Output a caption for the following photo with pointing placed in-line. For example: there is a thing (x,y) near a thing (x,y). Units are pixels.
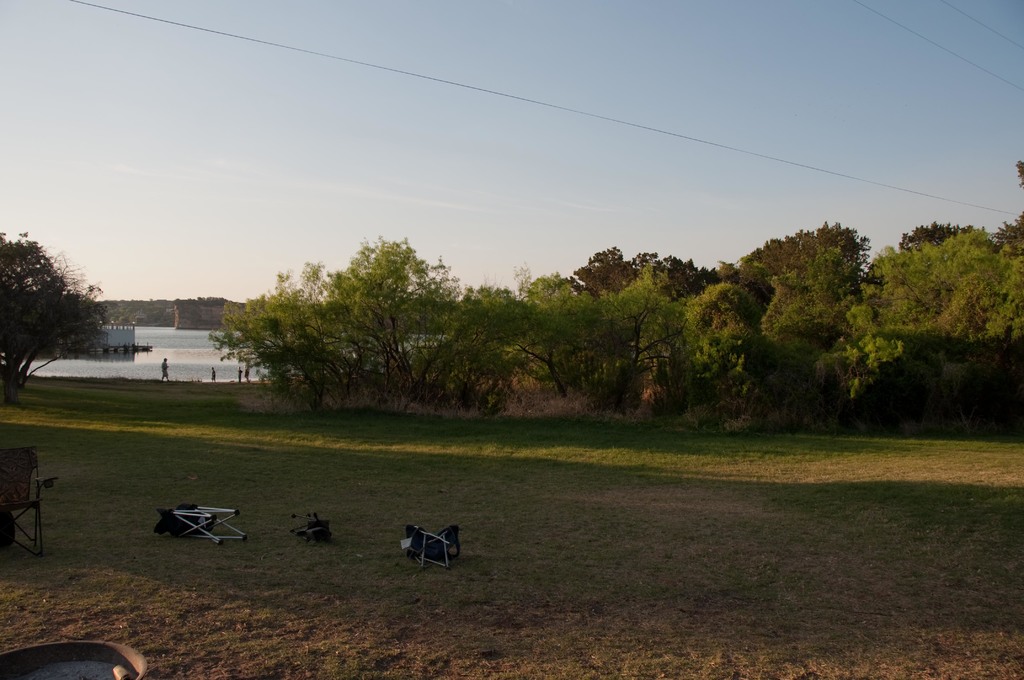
In this picture we can see grass (435,604) and three chairs (421,545) at the bottom (373,552), in the background (179,358) there is water (188,347), we can see trees (540,346) and some people (166,370) in the middle (670,352), there is the sky (656,105) at the top of the picture (561,93).
